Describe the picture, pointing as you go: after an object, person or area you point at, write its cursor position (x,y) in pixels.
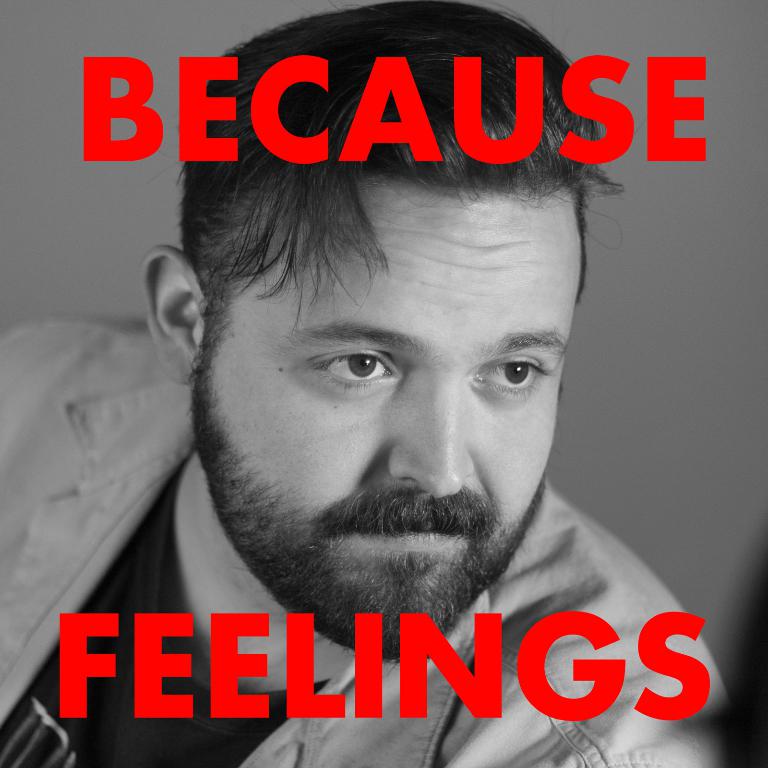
This picture is an edited picture. In this image there is a person (288,389) with black t-shirt (208,738) and there is a text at the top (573,139) and there is a text (230,690) at the bottom (172,702).
